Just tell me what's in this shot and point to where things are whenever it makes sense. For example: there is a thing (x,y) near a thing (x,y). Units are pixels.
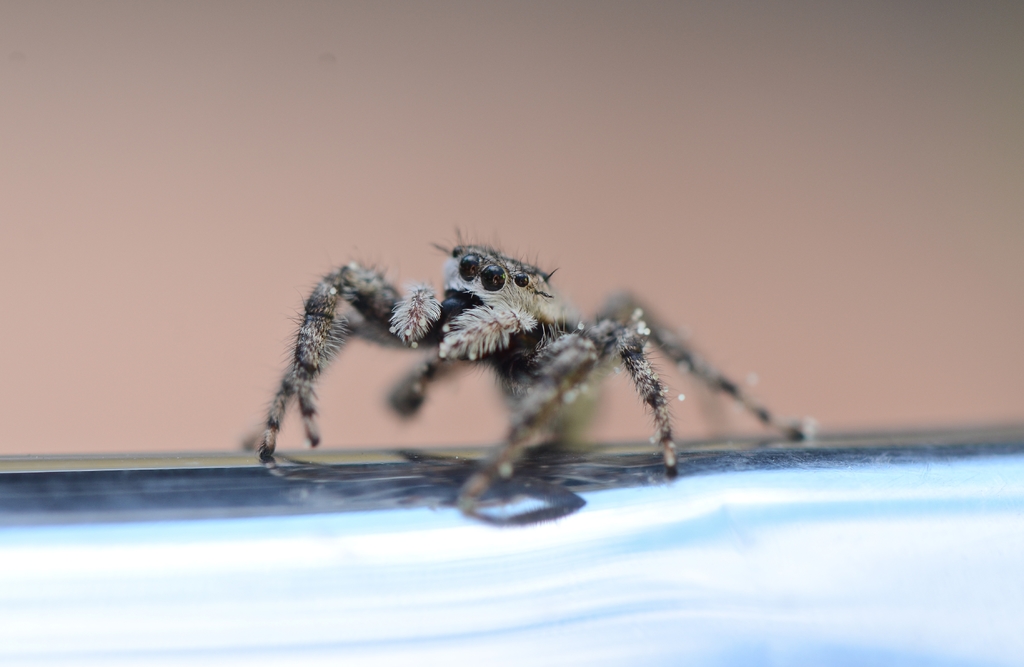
In this picture I can see a spider (486,297) and I can see plain background (308,287).
